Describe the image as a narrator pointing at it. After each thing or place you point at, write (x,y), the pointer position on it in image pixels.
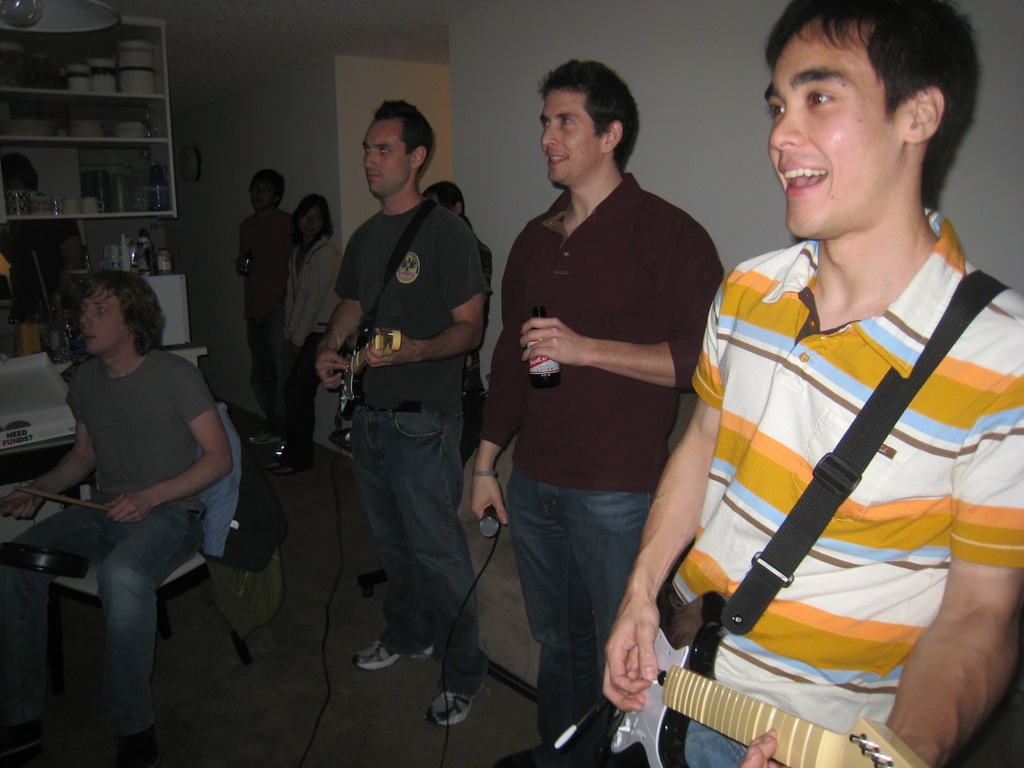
In this image few people (329,278) are standing person (948,450) at the right side (802,209) is wearing shirt (726,538) is holding a guitar (667,705). At the middle of image (673,386) there a person (692,288) holding a mike (495,525) with one hand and bottle (537,378) with other hand (585,358). Person (436,371) beside to him is holding a guitar (362,348). At the left side (168,399) there is a person (129,558) sitting on the chair (201,559) is holding a stick (109,511). At the left top (2,65) there is a shelf (99,167) having glasses (96,179) and bowls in it. Background (204,185) there is a wall (213,175).
